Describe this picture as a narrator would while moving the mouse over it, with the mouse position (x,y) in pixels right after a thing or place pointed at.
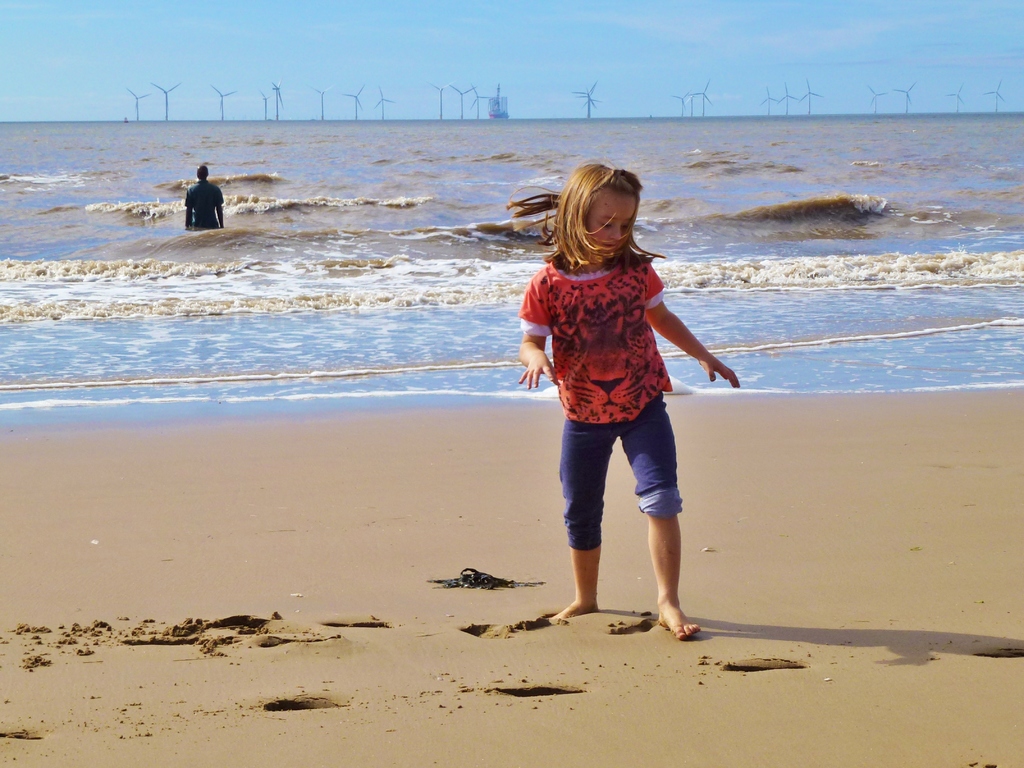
In this image I can see a girl (532,299) is standing in the front (582,510) and I can see she is wearing orange colour top (599,331) and blue jeans (603,446). On the right side of her I can see a shadow (755,627). In the background (315,367) I can see water (239,211) and in it I can see one person (214,190) on the left side (188,216). On the top side of the image (584,41) I can see number of windmills (167,95), clouds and the sky (303,37).
